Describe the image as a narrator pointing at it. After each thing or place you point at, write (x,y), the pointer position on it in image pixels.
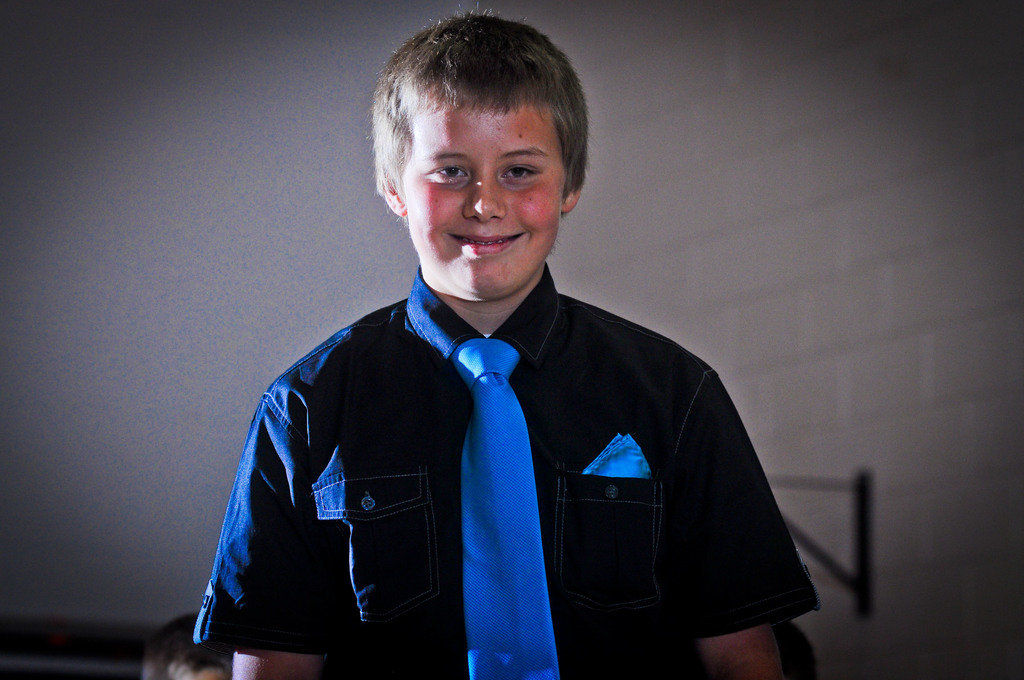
In the picture there is a boy (485,400), he is wearing blue shirt (313,426) and tie (504,418). He is smiling and posing for the photo and behind the boy (516,165) the background (205,464) is blurry.
